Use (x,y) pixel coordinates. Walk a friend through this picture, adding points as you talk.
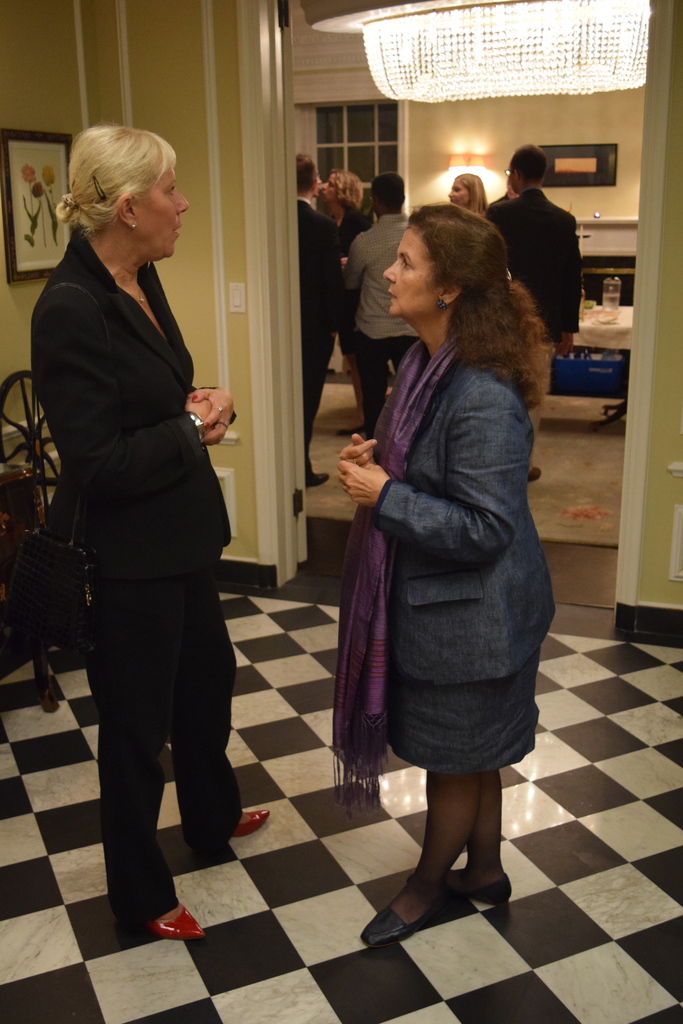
There are groups of people (422,277) standing. This is a photo frame (35,159), which is attached to the wall (22,95). I think this is a chandelier (424,27), which is hanging to the roof (406,8). I think this is a window (354,129). This looks like a table (611,331) with few objects (606,317) on it. These are the lamps (476,169) and a frame (569,160) attached to the wall (599,122).
